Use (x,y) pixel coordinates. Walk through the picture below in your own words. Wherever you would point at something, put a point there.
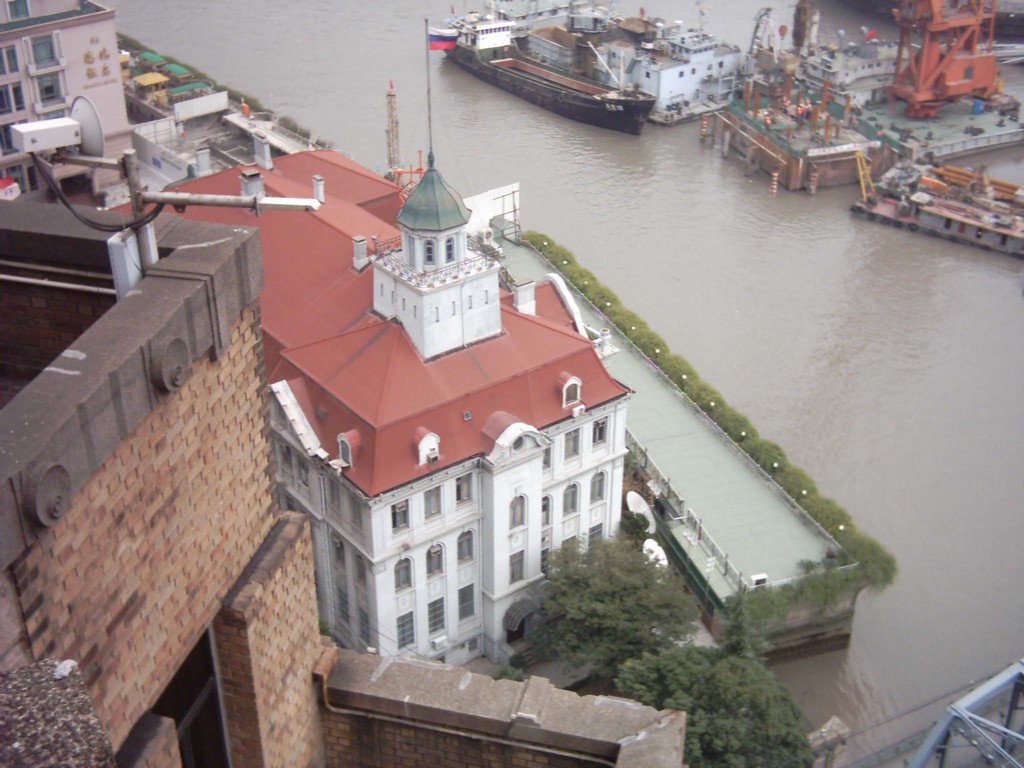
This image is taken from the top. In the image we can see that there is water (847,249) in the middle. In the water (922,268) there are ships (609,90) and boats (558,84). On the left side (210,349) there are tall buildings (418,442).
